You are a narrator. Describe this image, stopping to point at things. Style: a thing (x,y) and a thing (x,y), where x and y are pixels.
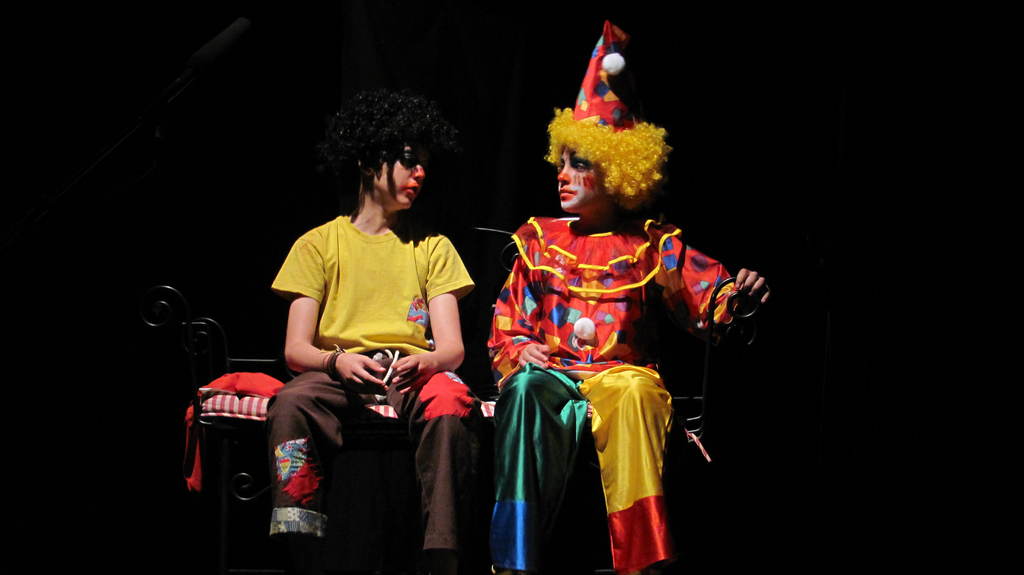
In this image we can see a man (573,331) wearing fancy dress (552,372). We can also see another person (424,368) and this two persons (518,406) are sitting on the bench (238,386) which is with a cloth (268,393) and the background of the image (781,457) is in black color.
